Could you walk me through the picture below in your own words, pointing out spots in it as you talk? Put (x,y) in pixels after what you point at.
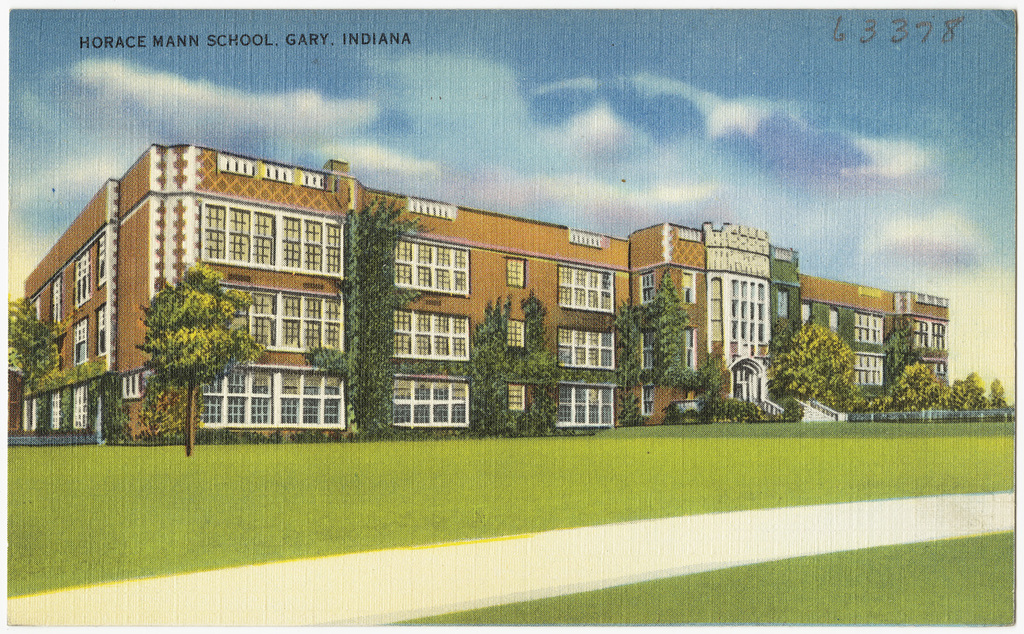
I see this is an animated picture and I see the building (287,250), grass (730,440) and the trees (921,386) and in the background (164,132) I see the sky (798,97) and I see the watermark (395,38).
